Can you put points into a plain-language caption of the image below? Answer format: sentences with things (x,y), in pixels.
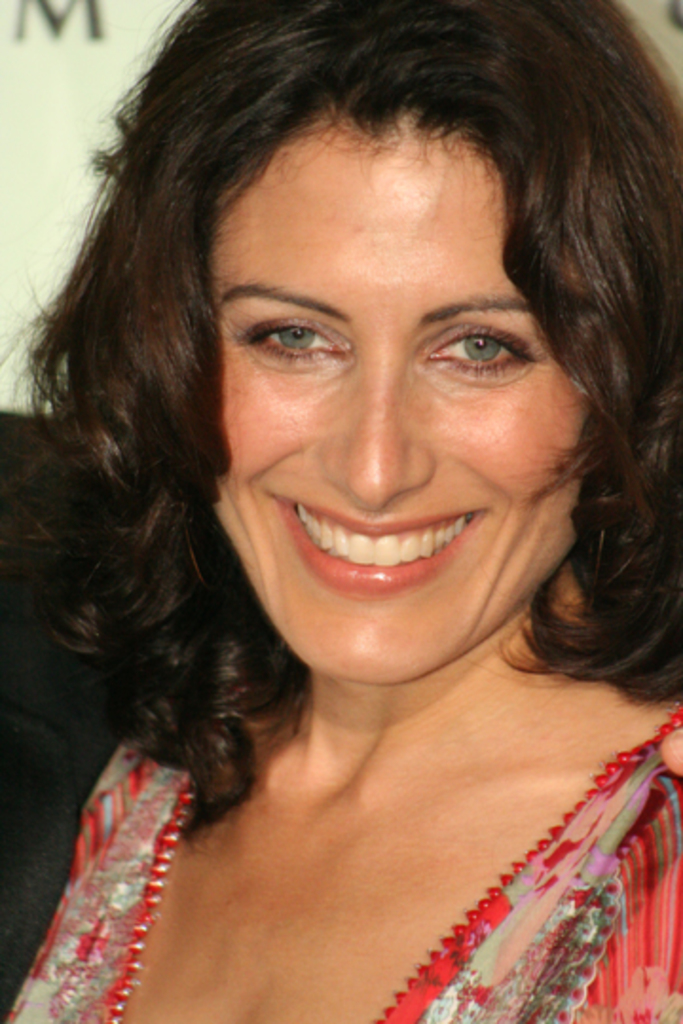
In the image we can see a woman (246,746) wearing clothes (538,902) and the woman (440,476) is smiling.
